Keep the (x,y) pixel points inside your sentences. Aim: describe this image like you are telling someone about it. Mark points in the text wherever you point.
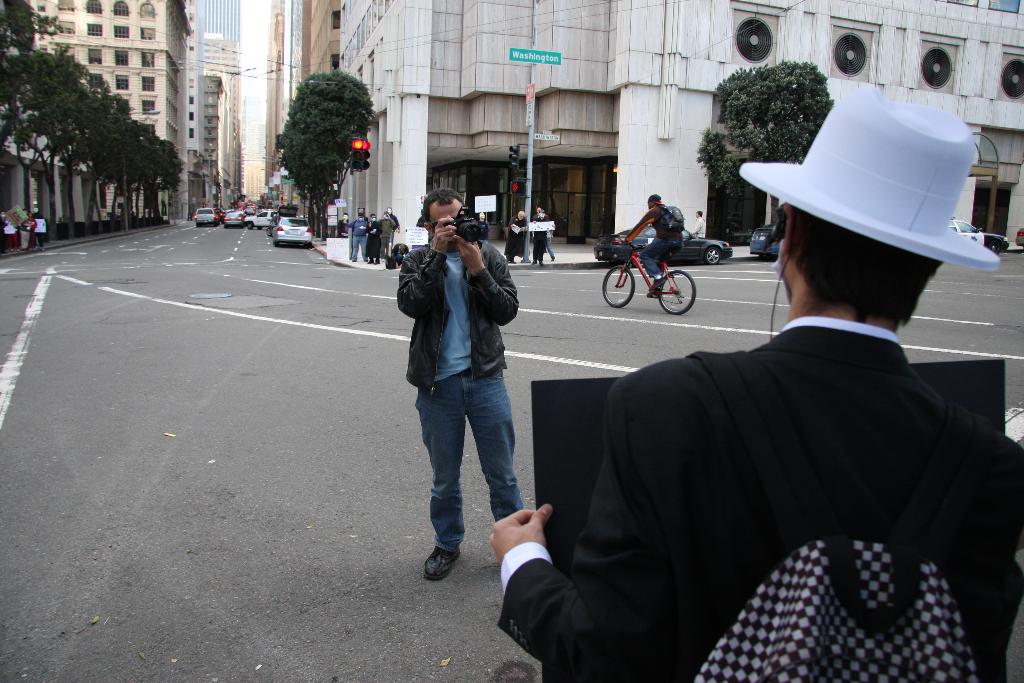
In this image, there are a few people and buildings (544,198). We can see the ground (535,275) with some objects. We can see some vehicles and boards (528,86) with text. There are a few trees (74,61) and poles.
